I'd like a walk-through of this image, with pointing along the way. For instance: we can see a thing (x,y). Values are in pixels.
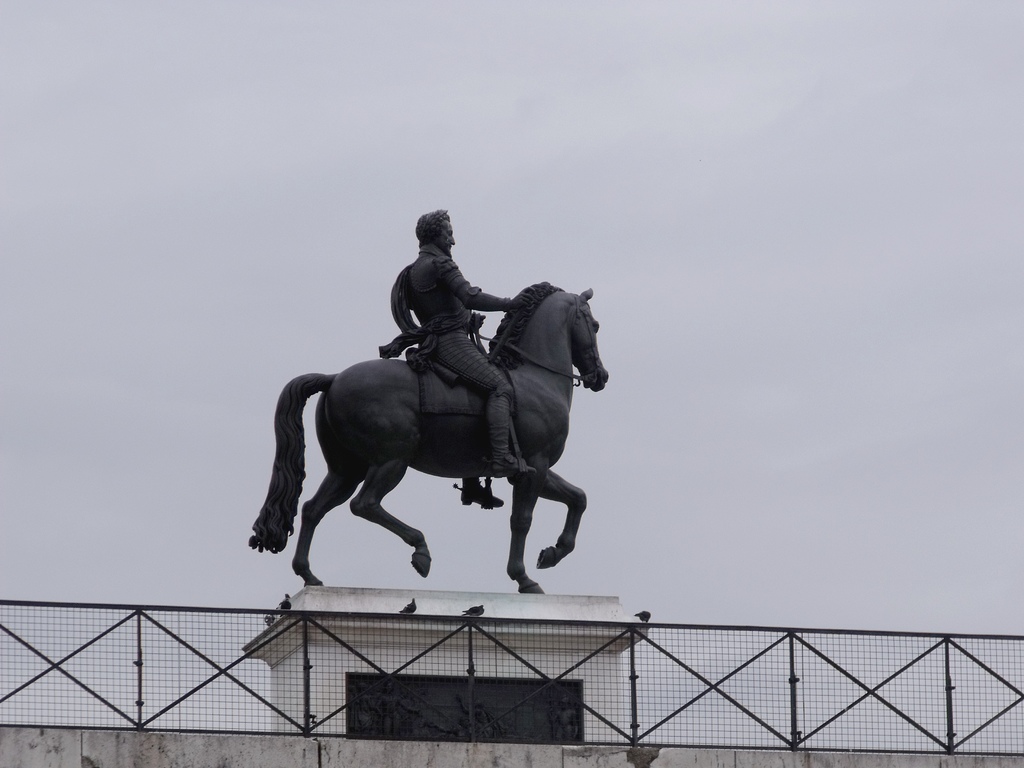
In this picture I can see a sculpture (422,334) of a person (450,337) and horse (480,423), side we can see fencing (457,678).
